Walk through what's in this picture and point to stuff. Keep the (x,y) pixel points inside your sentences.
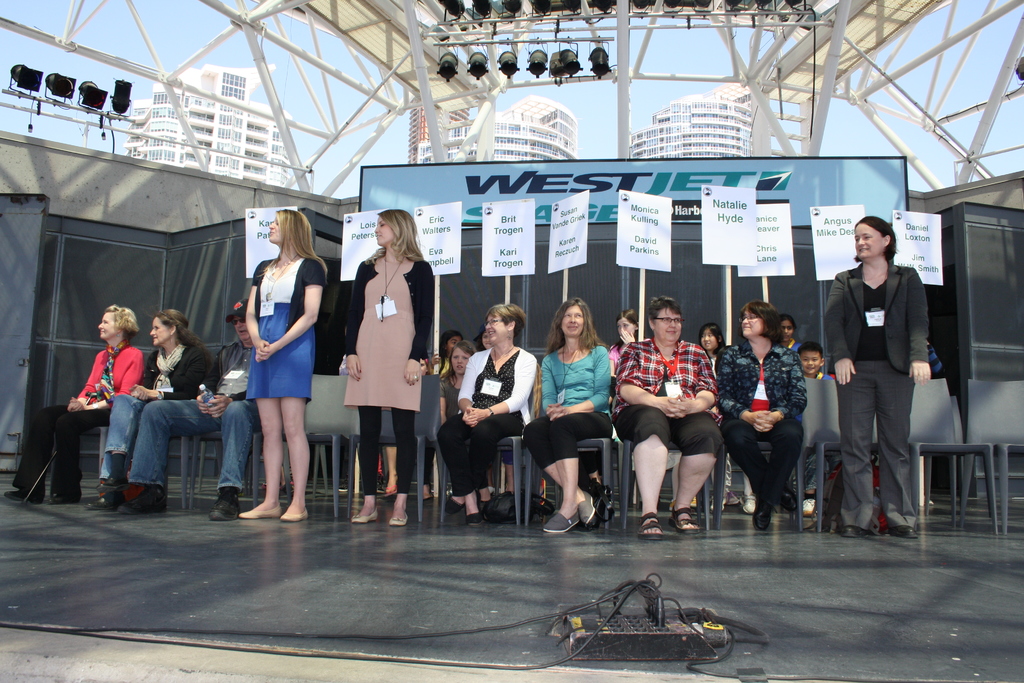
In this image we can see group of people (863,424). three people (879,334) standing on the floor (339,493). A group of people (638,401) sitting in chairs (808,437). One person (169,425) wearing a jacket (238,357) and a cap (238,319) is holding a bottle (206,396) in his hand (218,404). In the background (939,260), we can see group of sign boards (725,258) with text (656,239), a group of lights (66,90), poles (491,78) and a group of building (535,120) and the sky (169,42).
